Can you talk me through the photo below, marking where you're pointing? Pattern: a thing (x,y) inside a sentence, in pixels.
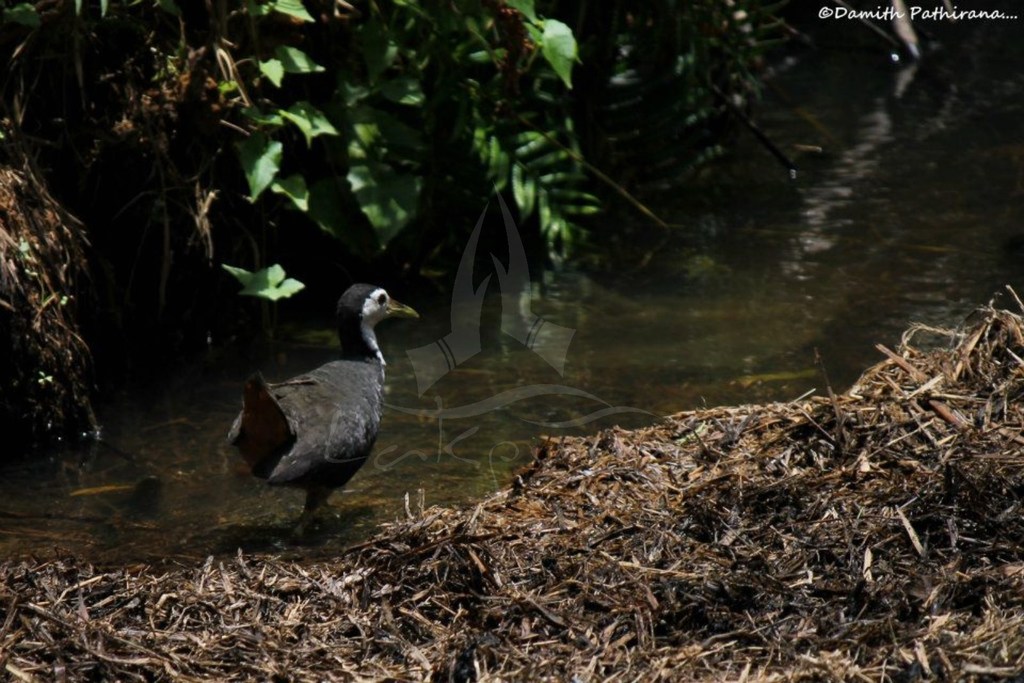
In this image we can see a bird (303,462) on the surface of water (764,344). At the right bottom of the image (864,497), dry grass (789,558) is there. At the top of the image (381,82) leaves (410,125) are there.
